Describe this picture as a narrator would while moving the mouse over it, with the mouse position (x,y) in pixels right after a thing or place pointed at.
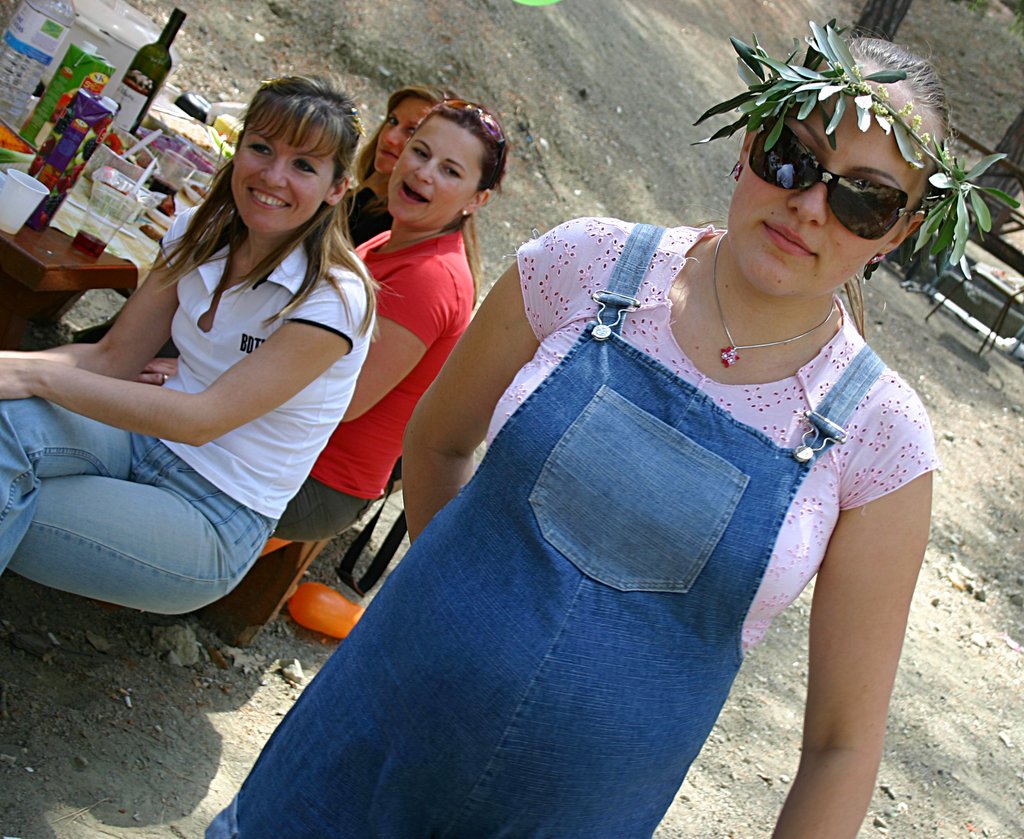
In the image we can see there are people (378,299) sitting and one is standing, they are wearing clothes (408,399) and they are smiling. We can even see the right side woman (729,424) is wearing earrings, neck chain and goggles (833,195). Here we can see the table (114,272), on the table (98,264), we can see glasses (122,218) and bottles (151,81).
